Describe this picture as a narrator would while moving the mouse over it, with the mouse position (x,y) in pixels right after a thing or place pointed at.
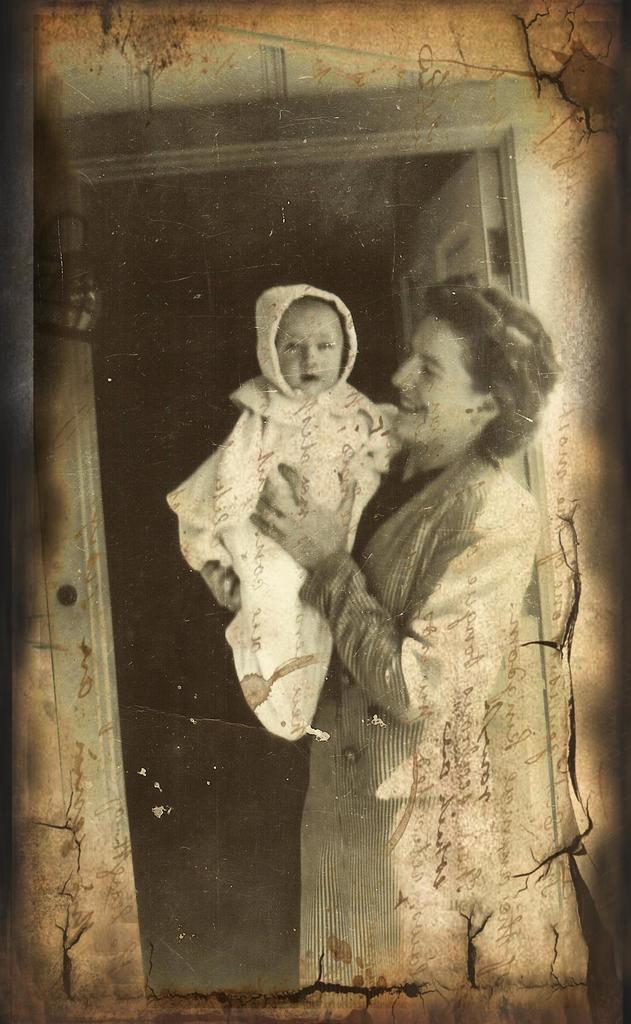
This is a black and white pic. Here a woman (374,621) is standing and holding a baby (261,478) in her hands (299,473). In the background (199,274) there is a wall (391,80) and door (387,327).
